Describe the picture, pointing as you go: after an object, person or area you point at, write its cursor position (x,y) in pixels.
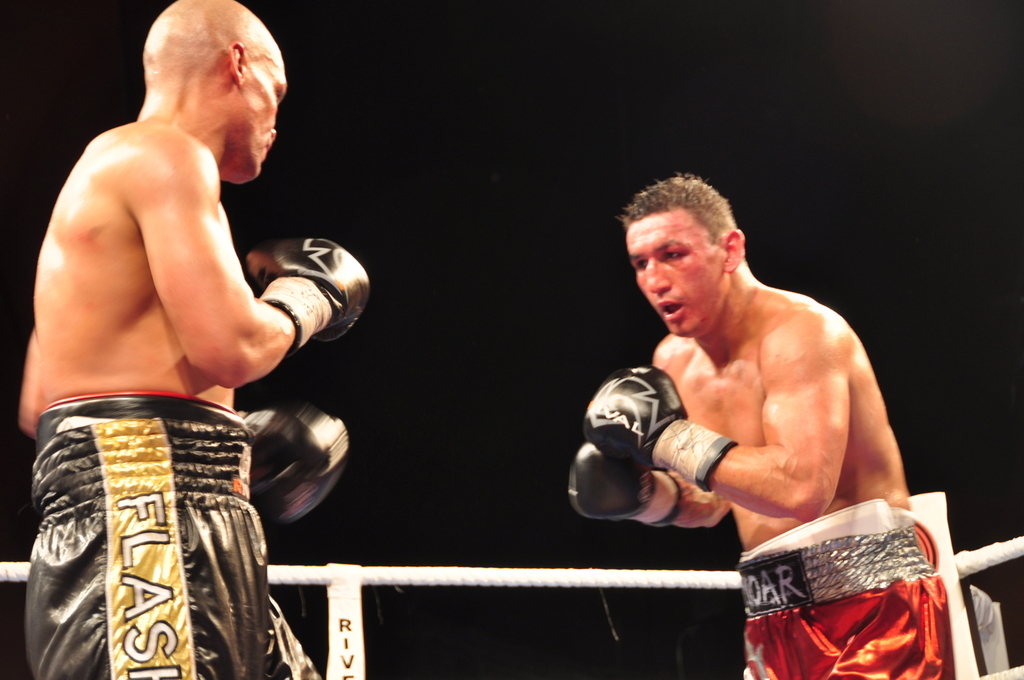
In this image we can see two persons (205,247) are standing, and boxing, there is the rope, there it is dark.
